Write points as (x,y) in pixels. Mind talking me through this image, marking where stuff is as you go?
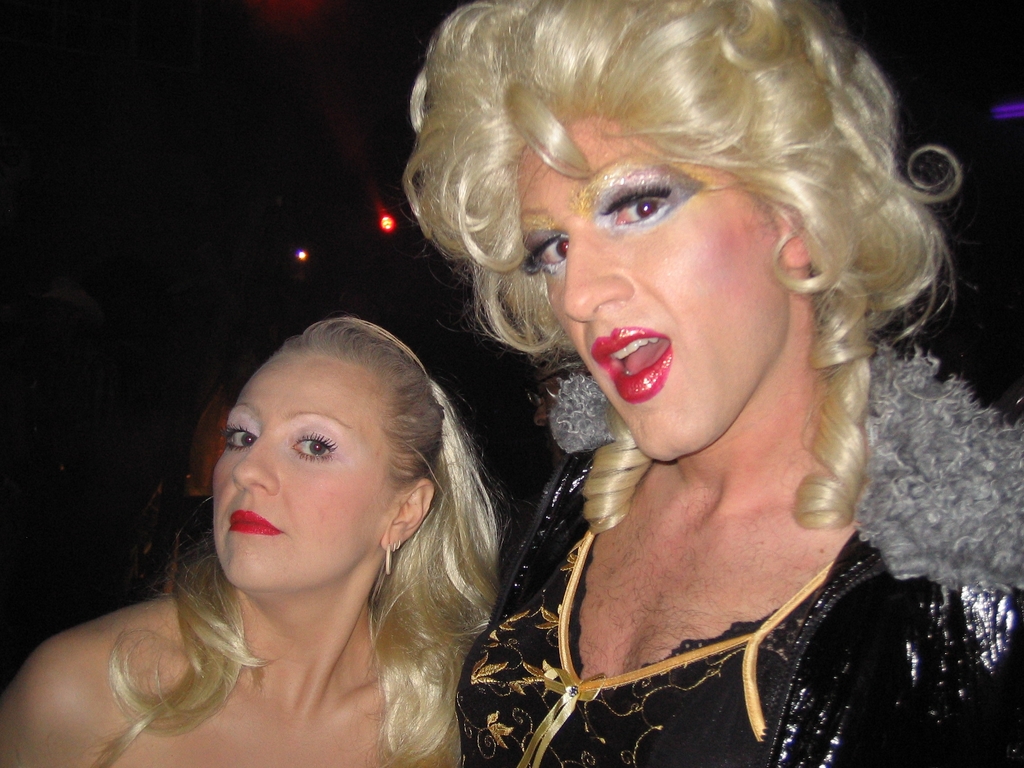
In this image there are two persons (450,570) truncated towards the bottom of the image (408,600), there are lights (390,228), the background of the image (249,131) is dark.
